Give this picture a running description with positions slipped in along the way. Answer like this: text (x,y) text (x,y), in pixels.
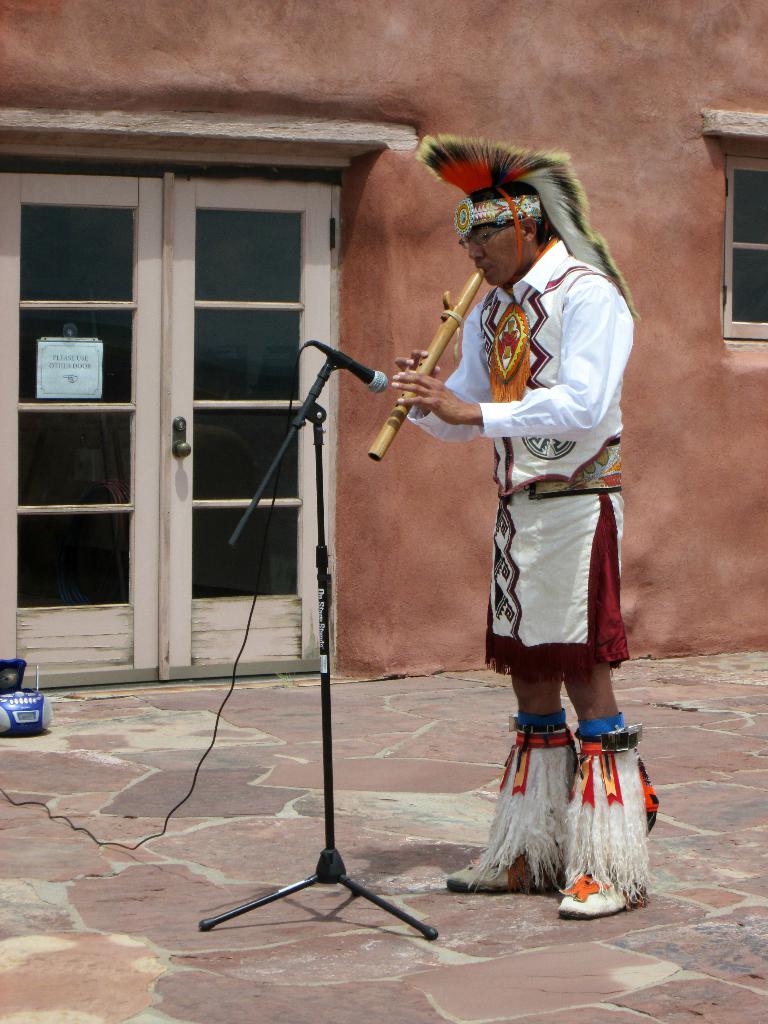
In the image we can see there is a man (557,482) who is standing and he is playing a flute (462,317).
